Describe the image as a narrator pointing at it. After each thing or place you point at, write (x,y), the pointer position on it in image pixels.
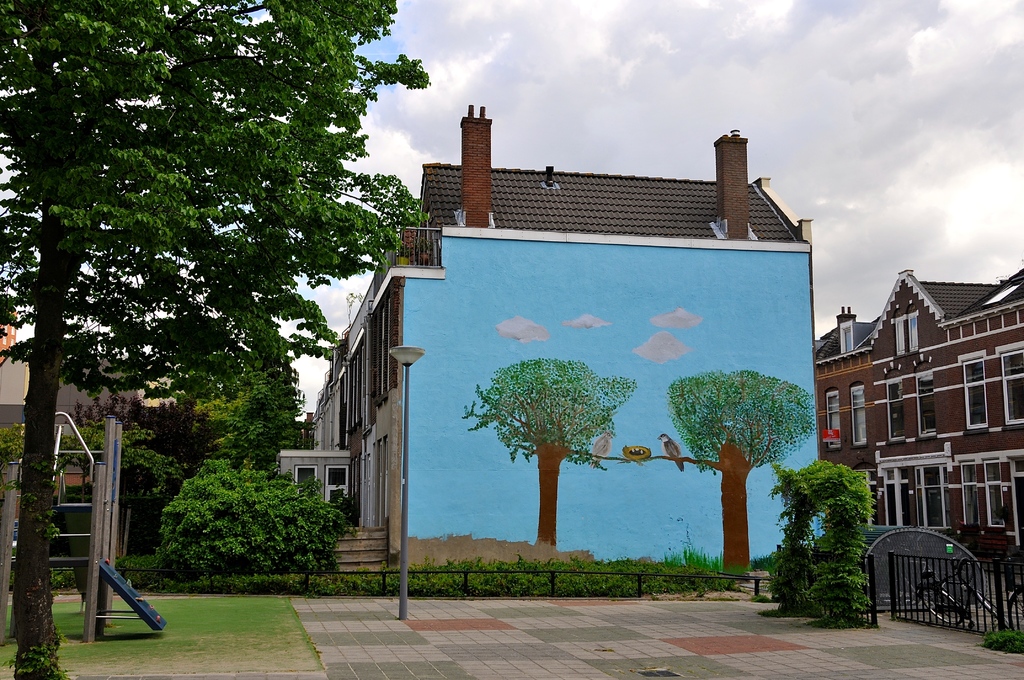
In this image there are buildings (790,332). In the center (519,327) there is a painting (612,440) on the wall (476,279) of the buildings (552,325). There are plants (326,557) and hedges (564,567) in front of the building (718,552). To the right (894,591) there is gate (999,595). In the center (408,400) there is a street light pole (407,571). To the left (58,363) there are trees (224,390). At the top (539,44) there is the sky (475,46).
